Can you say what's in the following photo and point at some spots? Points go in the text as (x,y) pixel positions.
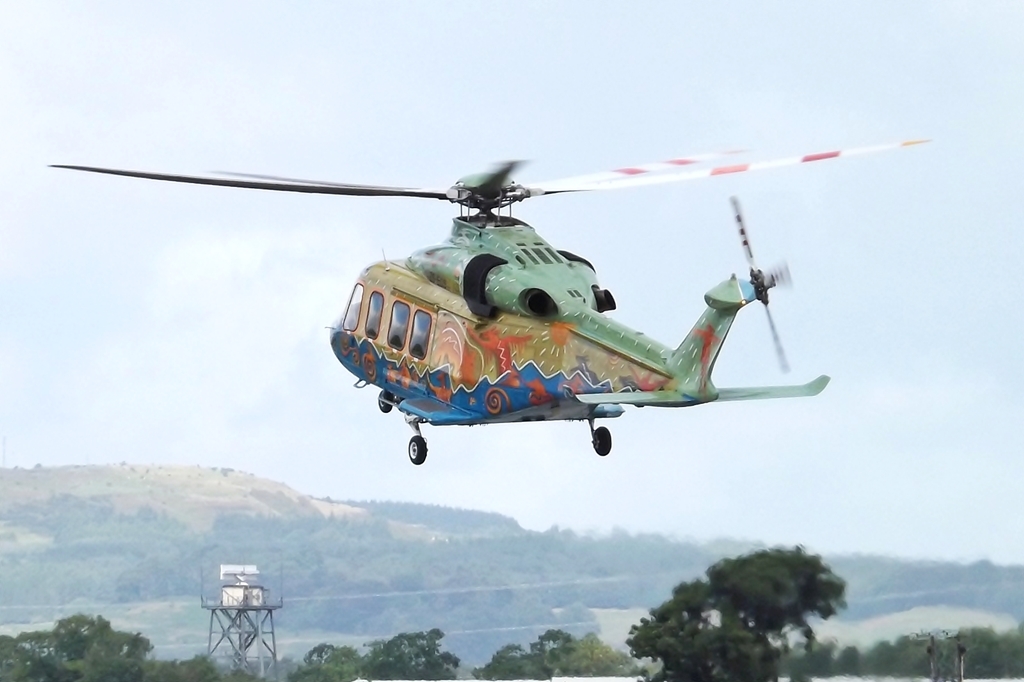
This image is taken outdoors. At the top of the image (241,129) there is the sky (818,174) with clouds (147,369). In the background (208,526) there is a hill (362,550) and there are many trees (465,566) and plants (939,582). At the bottom of the image (757,650) there are many trees (716,656) and there is a tower (239,608). In the middle of the image (460,275) there is a chopper (482,271) flying in the sky (726,350).
